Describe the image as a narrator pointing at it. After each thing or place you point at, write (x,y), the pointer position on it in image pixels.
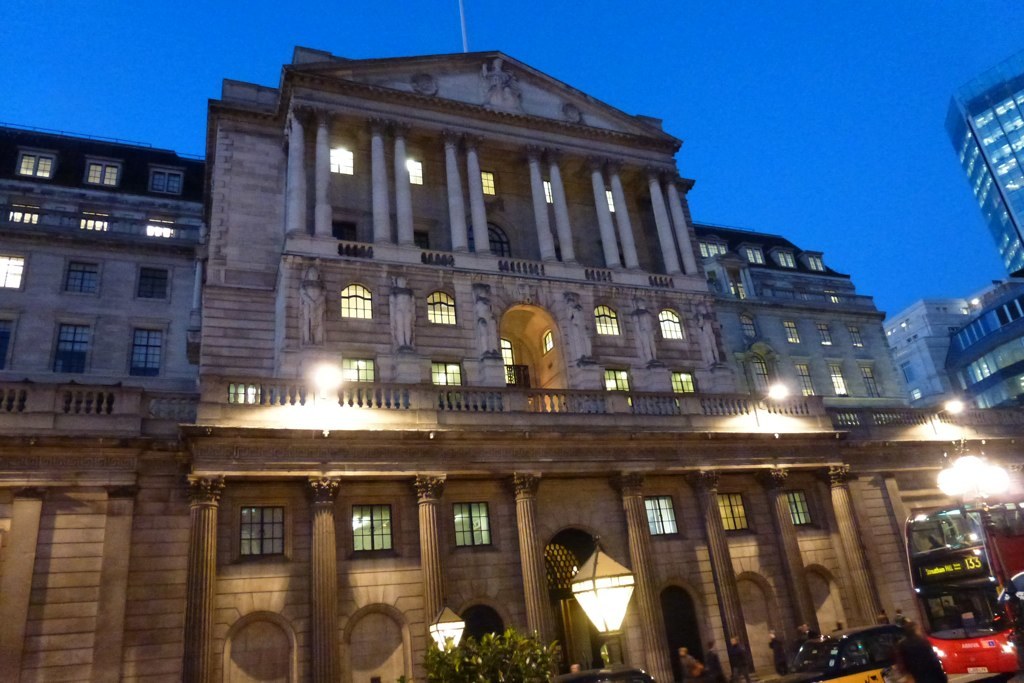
In this picture we can see buildings (382,367). At the bottom (518,680) we can see plant (482,646) and lights (446,616). On the bottom right corner (951,518) there is a red bus (977,645). Beside that we can see car (829,657). At the top (770,29) there is a sky (753,38).
